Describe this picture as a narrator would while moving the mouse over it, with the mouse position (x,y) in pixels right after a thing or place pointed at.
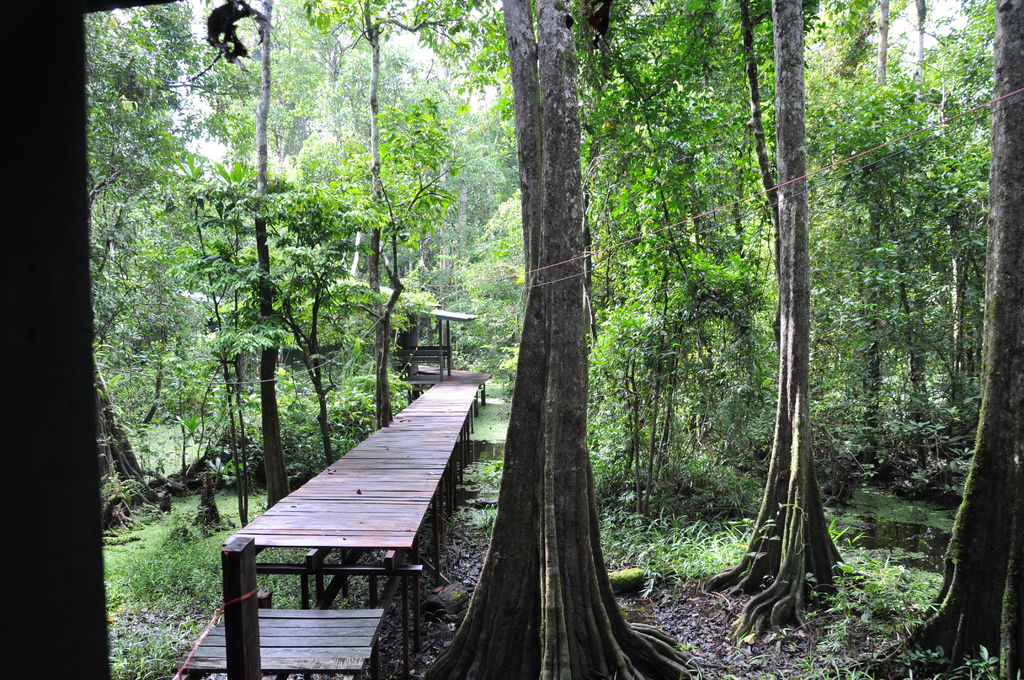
In this image we can see a small walkway (345,524) with woods (388,482) and rods (309,572). Also there are trees (440,246).
